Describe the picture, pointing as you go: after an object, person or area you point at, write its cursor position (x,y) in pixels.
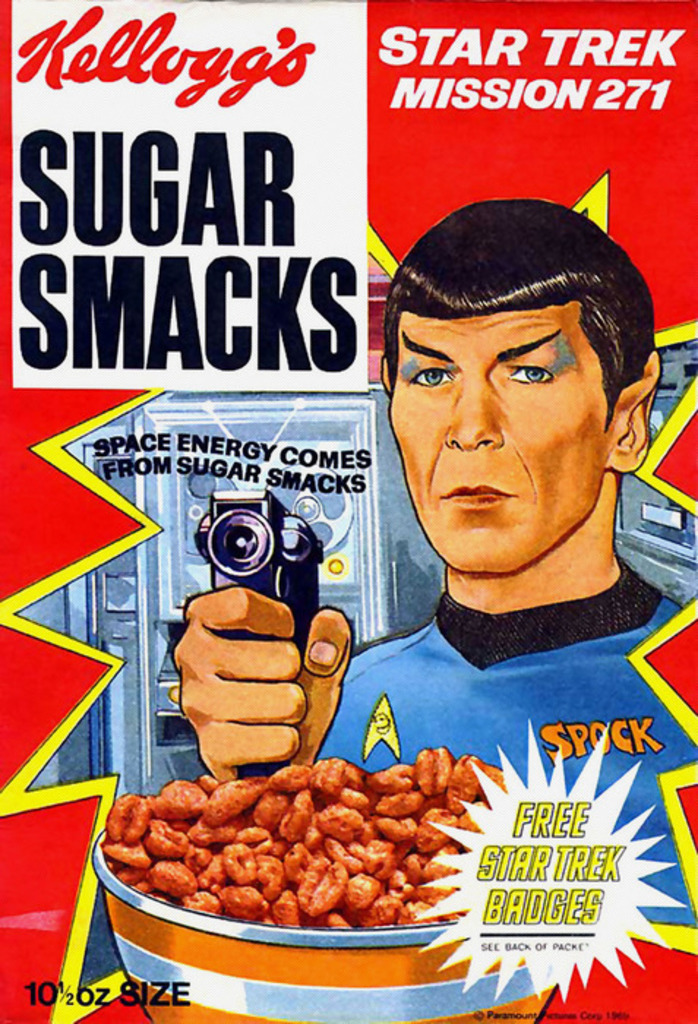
In this picture, we can see a poster (418,743) and on the poster (249,628) there is a person (462,624) holding an object (222,555) and other things (184,586).
